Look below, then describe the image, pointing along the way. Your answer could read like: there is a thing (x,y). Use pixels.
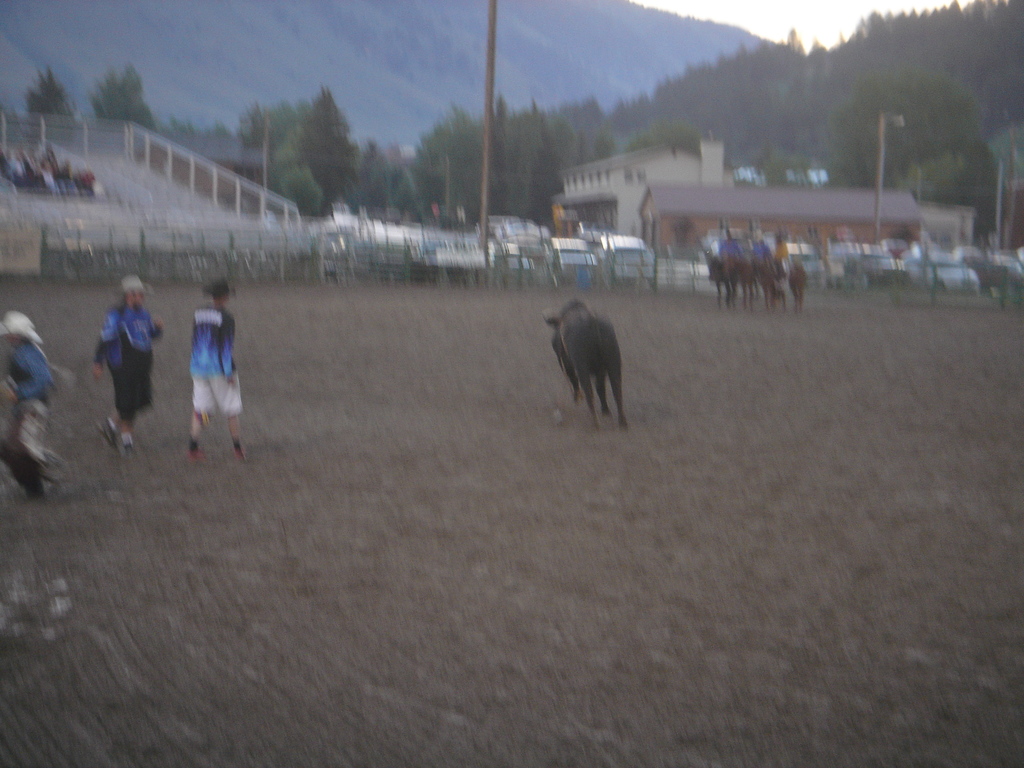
On the left side (204,375), there are persons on the ground (624,363). In the middle of this image (616,391), there is an animal (611,366) on the ground (652,431). In the background (989,88), there are mountains (221,45), buildings (198,138), sky (817,20), trees (924,199), other animals (759,276) and other objects (264,188).
